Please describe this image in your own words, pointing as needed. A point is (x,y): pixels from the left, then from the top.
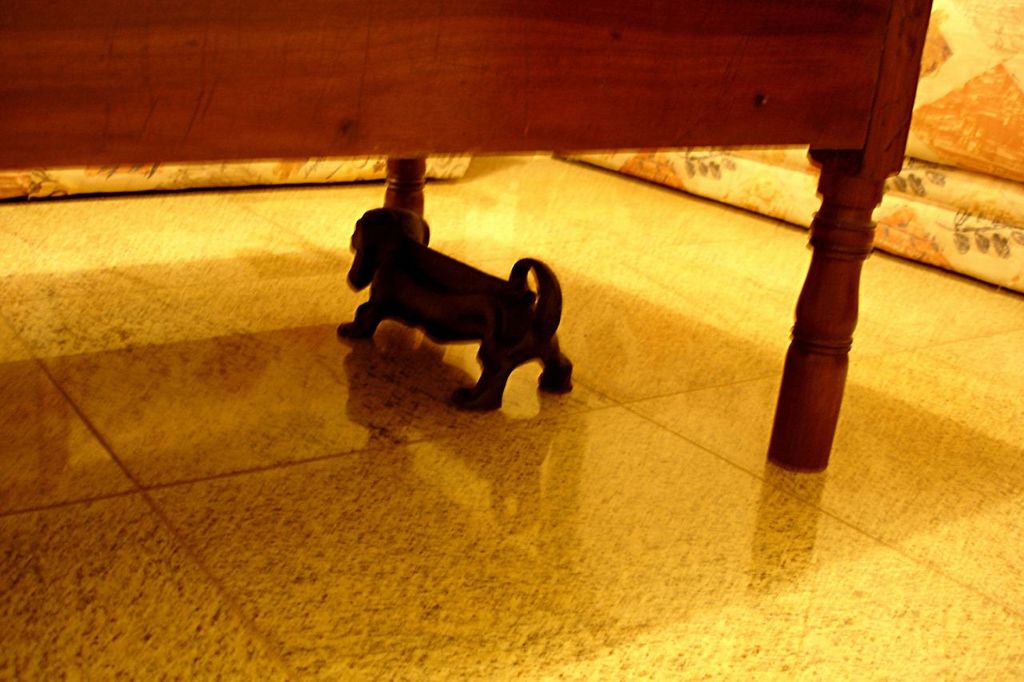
Dog (441,325) is under the bed (407,95).
